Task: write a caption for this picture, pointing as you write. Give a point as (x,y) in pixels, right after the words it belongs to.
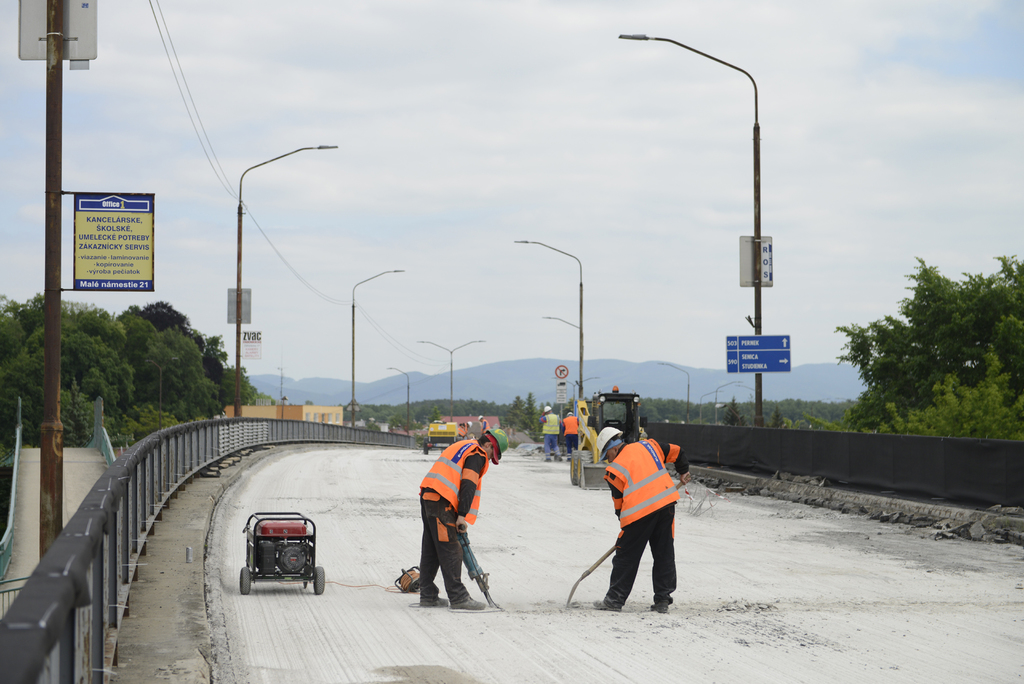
In this image in the foreground (425,496) there are two people (635,516) who are wearing helmets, and they are doing something and there is one vehicle like object (280,561). And at the bottom (278,660) there is cement road (497,575), in the background (573,433) there are some people (577,421), vehicles (628,429), poles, trees (534,403) and some boards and there is a railing (352,429) and fence (924,468). At the top of the image (447,149) there is sky (441,210) and also we could see some wires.
